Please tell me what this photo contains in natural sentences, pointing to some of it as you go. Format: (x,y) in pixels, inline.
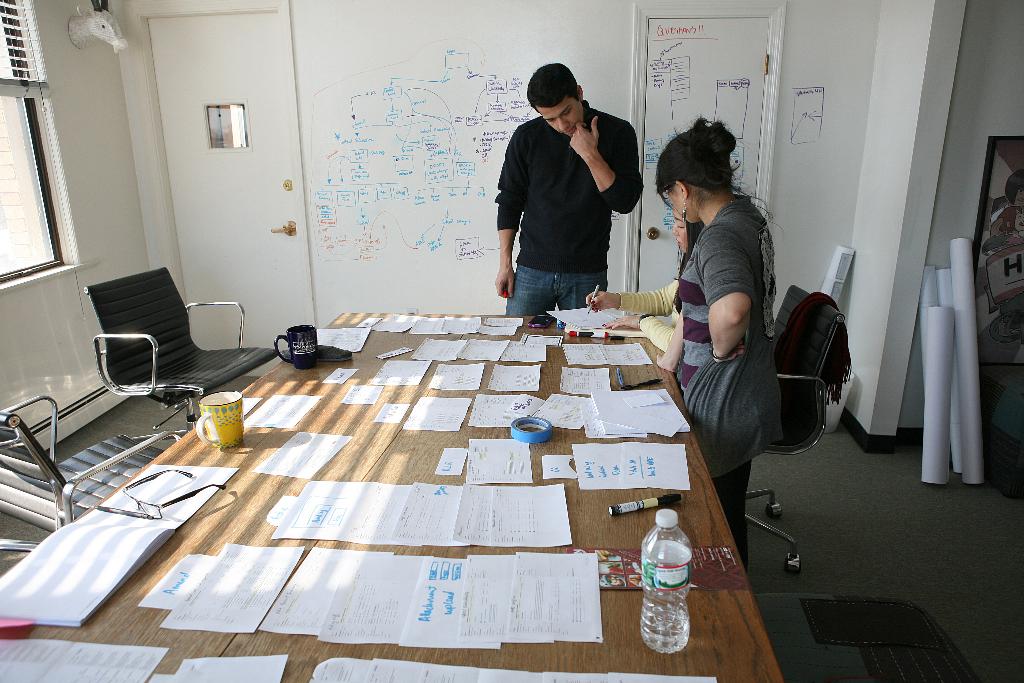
In this image i can see a woman (691,244) sitting on a chair (779,330) and other persons (724,357) standing beside her, I can see a table (309,674) and number of papers (441,520) on it, a water bottle (673,617), a cup (230,436) and a pen (652,500) on it. I can also see some chairs (82,465) behind the table (232,455). In the back ground (359,149) i can see a white board (372,137), a door (245,125) and few charts (970,366).
